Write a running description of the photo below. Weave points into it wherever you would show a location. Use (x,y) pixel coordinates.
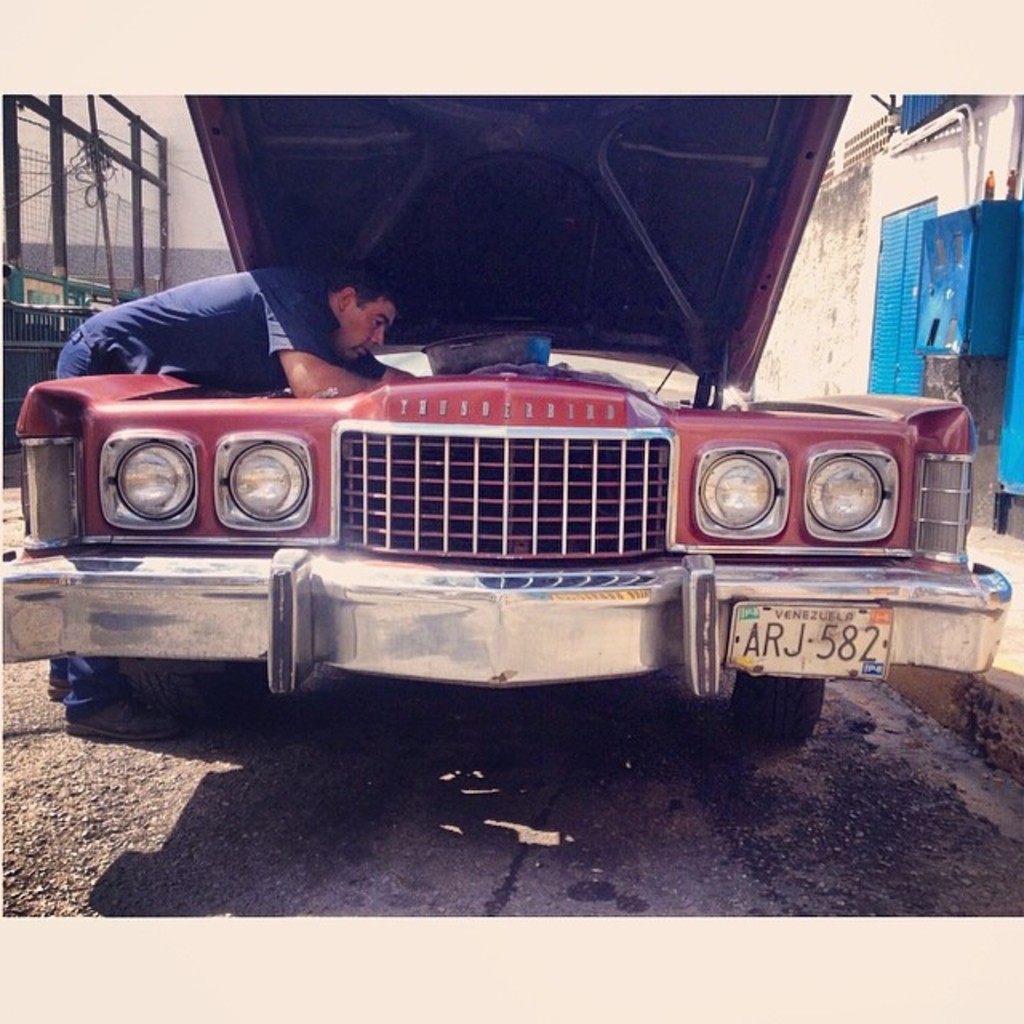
In the image there is a person (74,367) on the left side (109,368) looking in to the car hood (479,287) on the road (592,853), on either side of it there is a wall (232,264) and a fence (68,270).
